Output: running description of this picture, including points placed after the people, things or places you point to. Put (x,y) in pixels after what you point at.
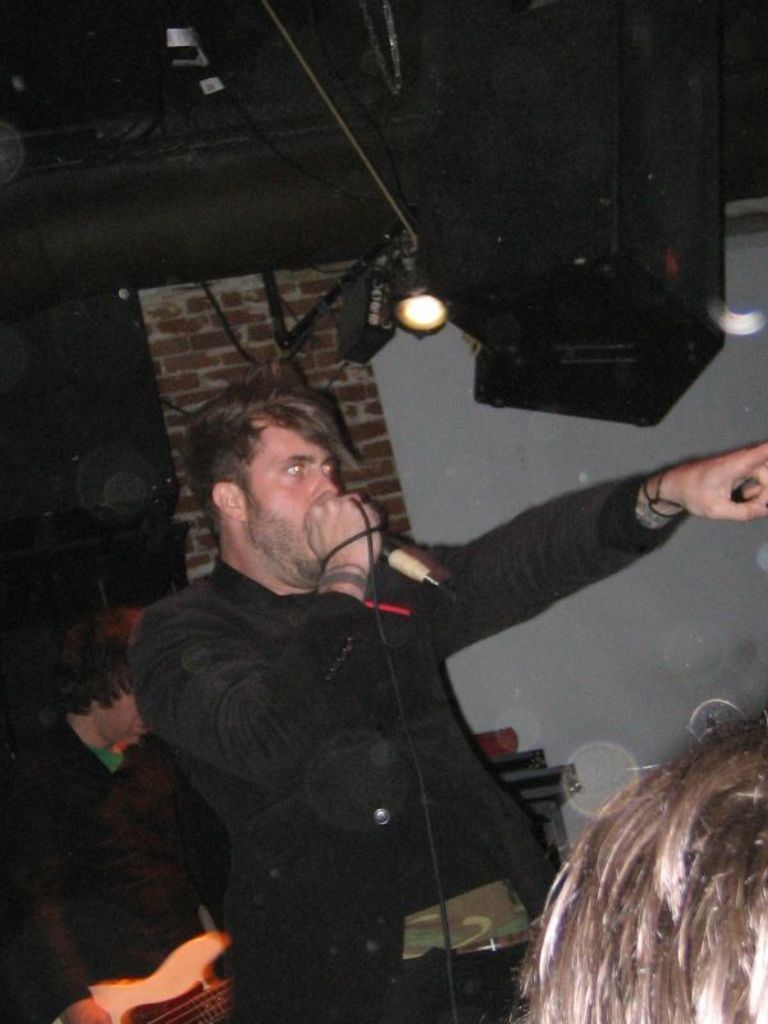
This picture describes about group of people (65,835), in the middle of the picture (310,655) a man (288,626) is singing with the help of microphone (386,560), in the background (407,303) we can see lights (417,312).
